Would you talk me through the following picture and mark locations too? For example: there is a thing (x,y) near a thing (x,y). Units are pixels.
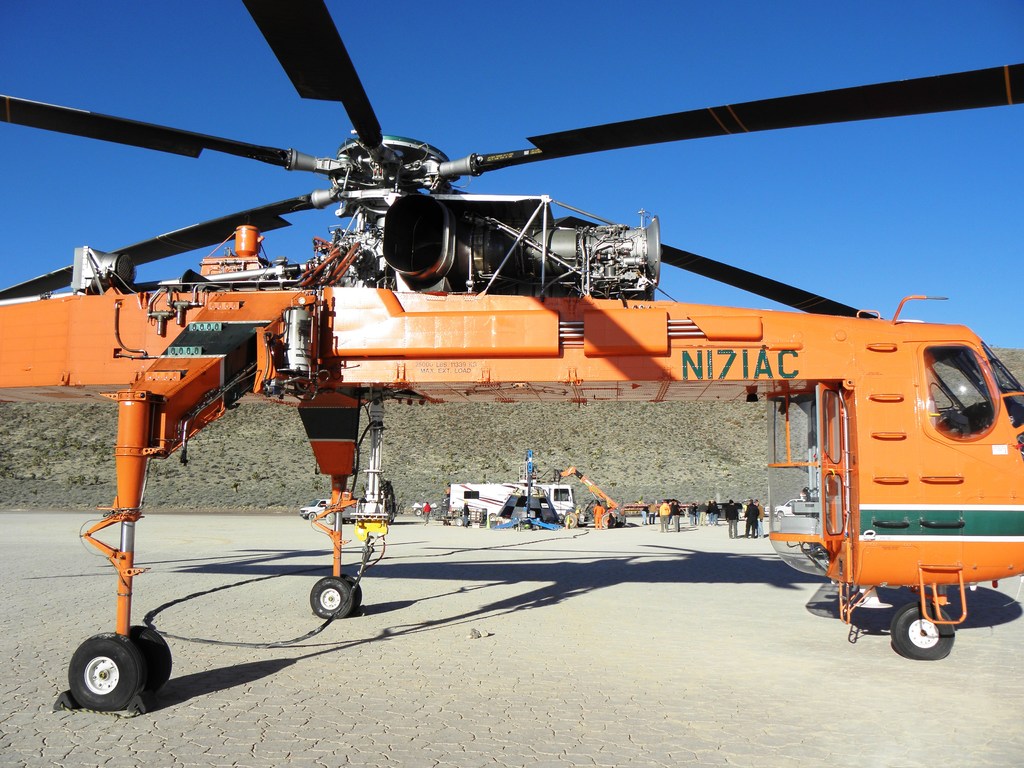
In this picture, it seems like a chopper (839,433) in the foreground area (489,322) and there are people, vehicles (586,486), it seems like a mountain (543,445) and the sky (901,135) in the background area (543,445).
